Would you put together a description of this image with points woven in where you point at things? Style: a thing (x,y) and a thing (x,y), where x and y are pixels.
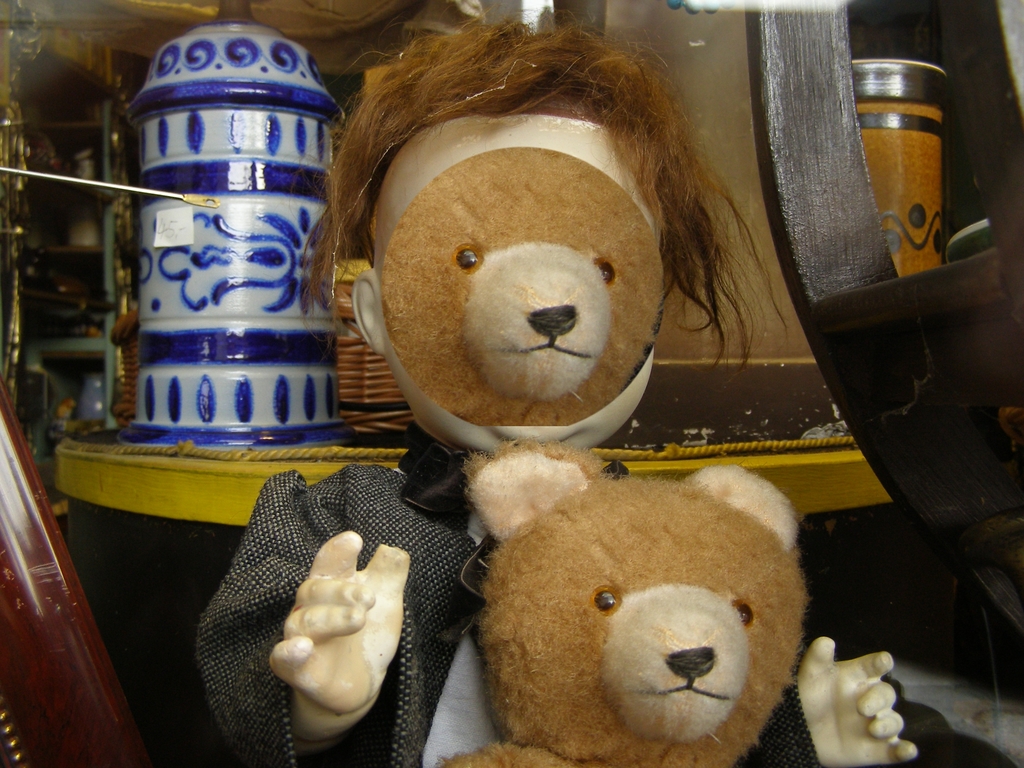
Front we can see a doll (483,596) and a teddy (574,533). Background (133,334) there is a rope (181,440), basket (133,347) and things (237,255).
